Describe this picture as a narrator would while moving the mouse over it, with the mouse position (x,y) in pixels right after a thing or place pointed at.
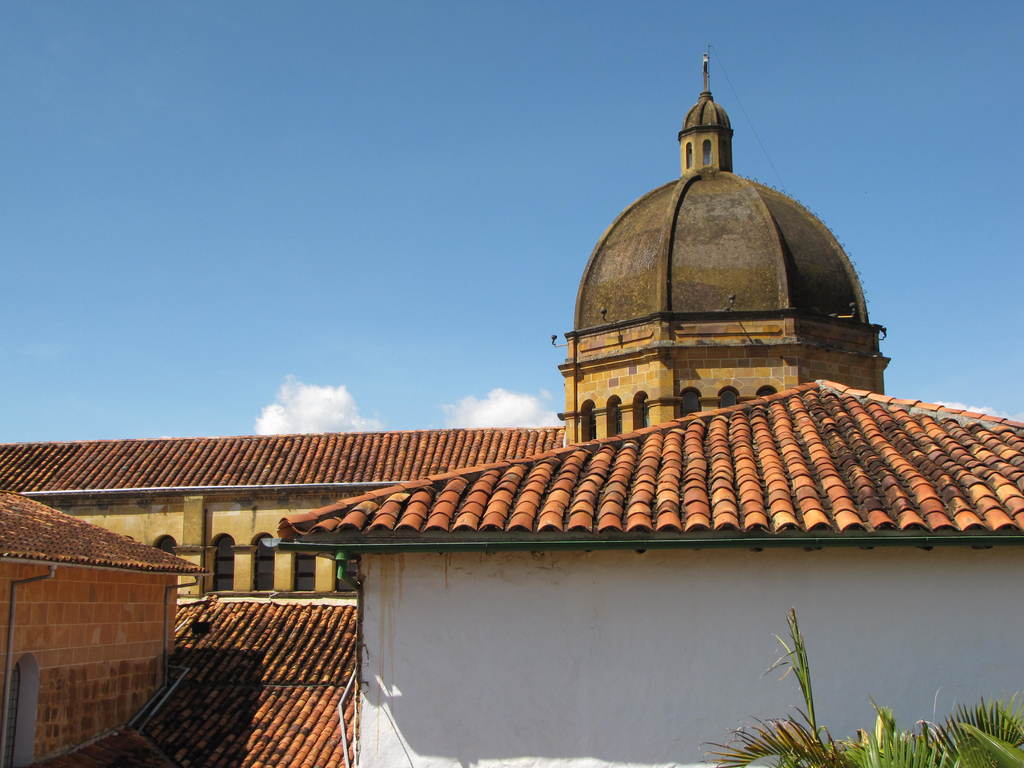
This picture is clicked outside. In the bottom right corner (942,751) we can see the green leaves (992,738). In the center (435,470) we can see the houses (465,539) with the red roof tops (366,478) and we can see the windows (31,726) and door (33,689) of the houses (288,565). On the right (800,298) we can see a tower (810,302) and a dome (700,243). In the background (428,188) we can see the sky (472,279) and some clouds (353,402).
